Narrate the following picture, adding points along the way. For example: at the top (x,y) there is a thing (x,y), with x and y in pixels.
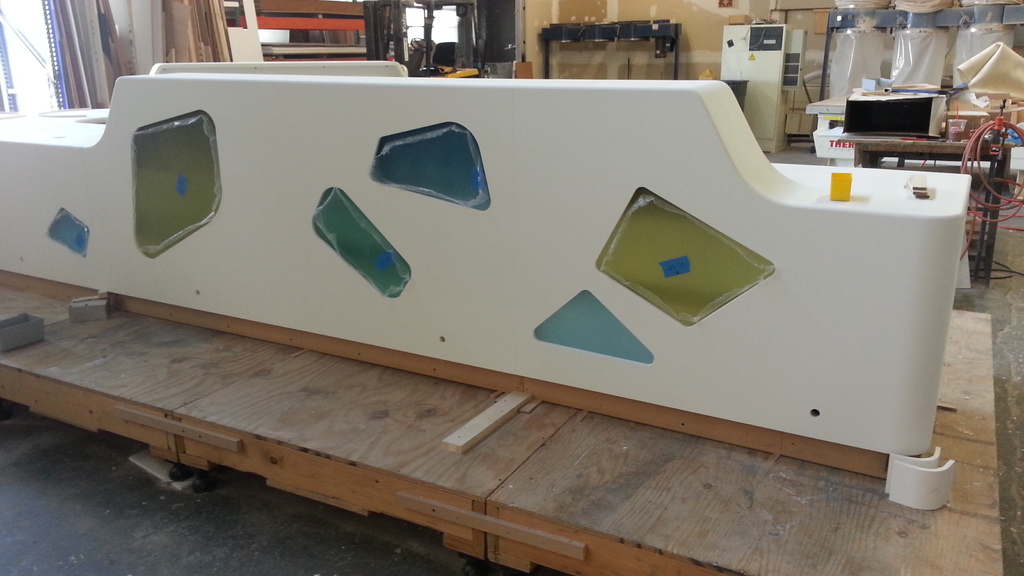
In this image I can see a table (348,381) which is in brown white color, at back (741,3) I can see few machines (923,62) and wall (703,67) is in cream color. At left (12,59) I can see a window (31,61).
